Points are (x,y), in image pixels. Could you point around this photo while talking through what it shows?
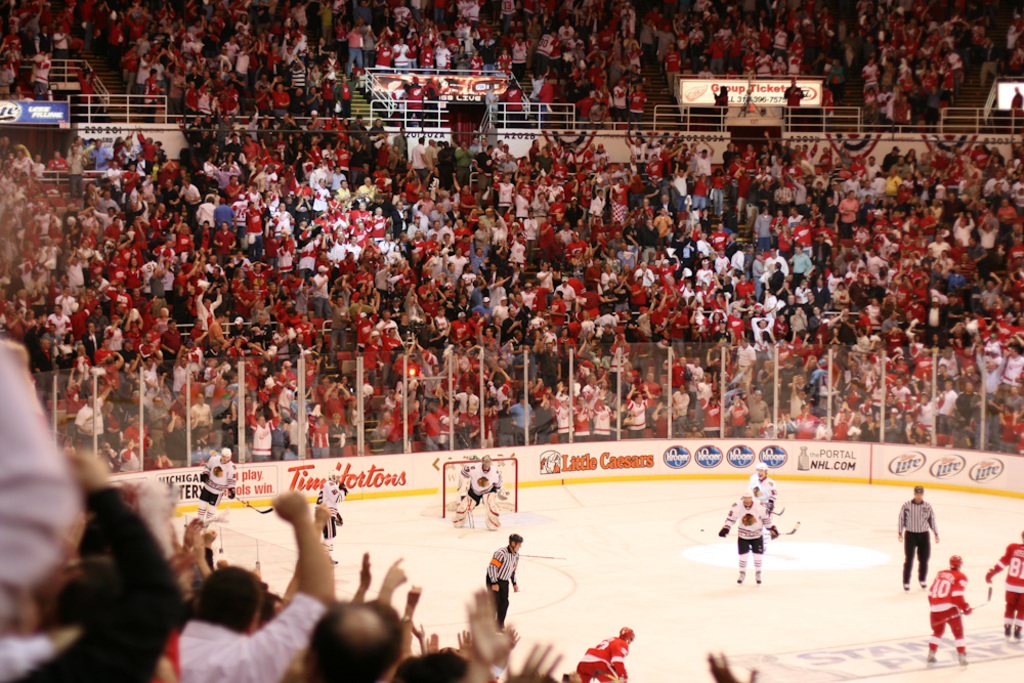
At the down side these people (909,573) playing the skating, hockey game and these people (559,366) are sitting, standing and watching this.
